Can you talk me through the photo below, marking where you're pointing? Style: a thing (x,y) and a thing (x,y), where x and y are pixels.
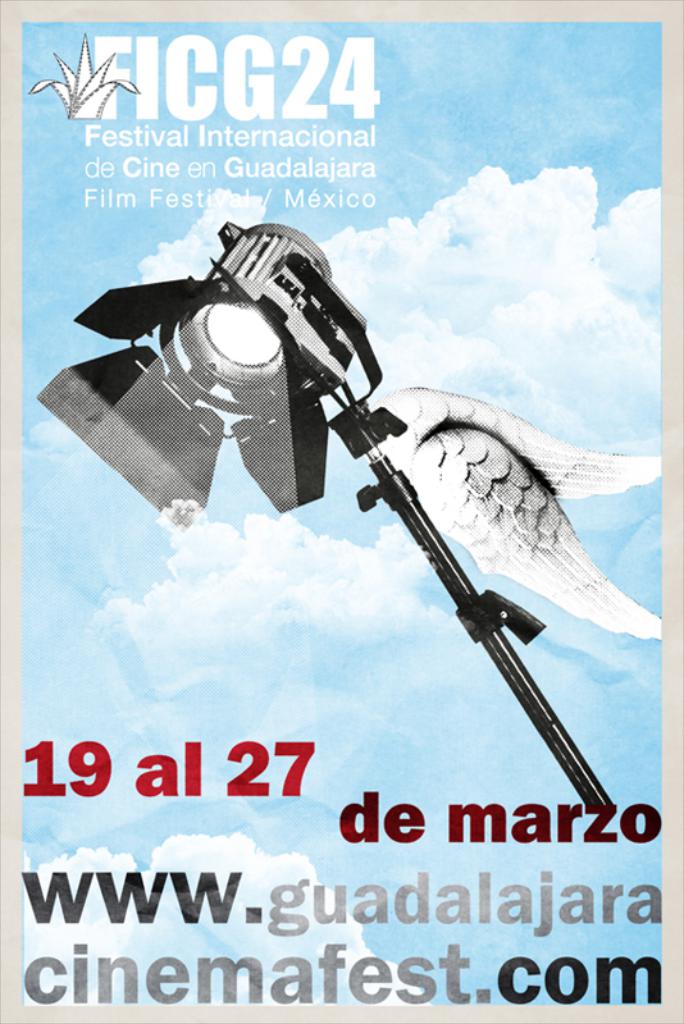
In this image I can see a poster (302,428) with some text (364,108) written on it.
